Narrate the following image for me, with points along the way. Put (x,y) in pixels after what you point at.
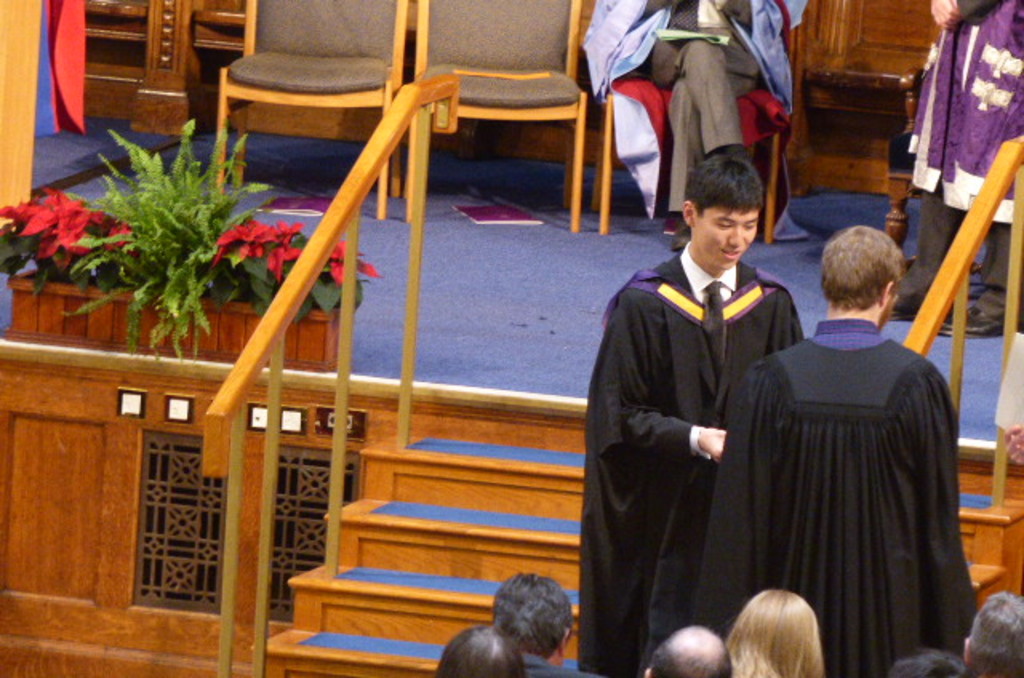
In this image I can see two people (804,379) standing. In front of them there are group of people (723,641). On the stage (662,234) there are two people (632,120) and the decorated flowers (206,247).
